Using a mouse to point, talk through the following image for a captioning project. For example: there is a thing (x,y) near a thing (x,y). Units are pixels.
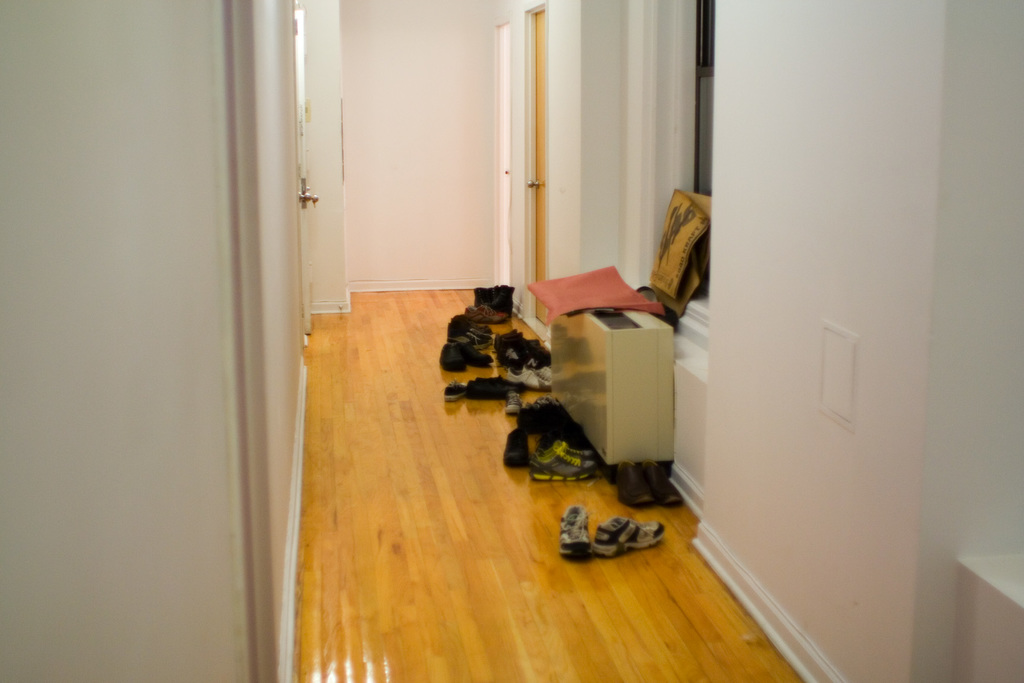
In this image I can see doors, window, wall (637,268) and pairs of shoes (553,471) in a hall (598,457). This image is taken may be in a house (398,497).
